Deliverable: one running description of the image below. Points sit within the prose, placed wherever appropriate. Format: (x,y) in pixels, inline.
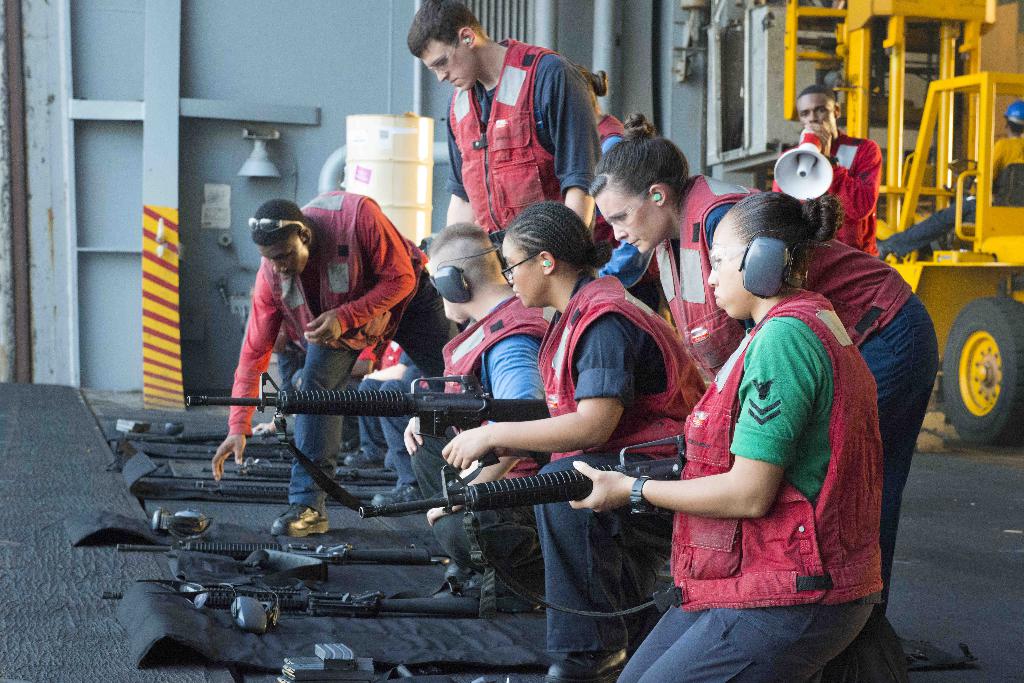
In the image there are few people (609,370) with red jackets (511,333) and headphones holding guns (455,480), with guns (161,440) in front of them on the floor (219,529), in the behind there is a man (843,138) holding a mic (808,167) followed by a crane (982,256) behind him.
